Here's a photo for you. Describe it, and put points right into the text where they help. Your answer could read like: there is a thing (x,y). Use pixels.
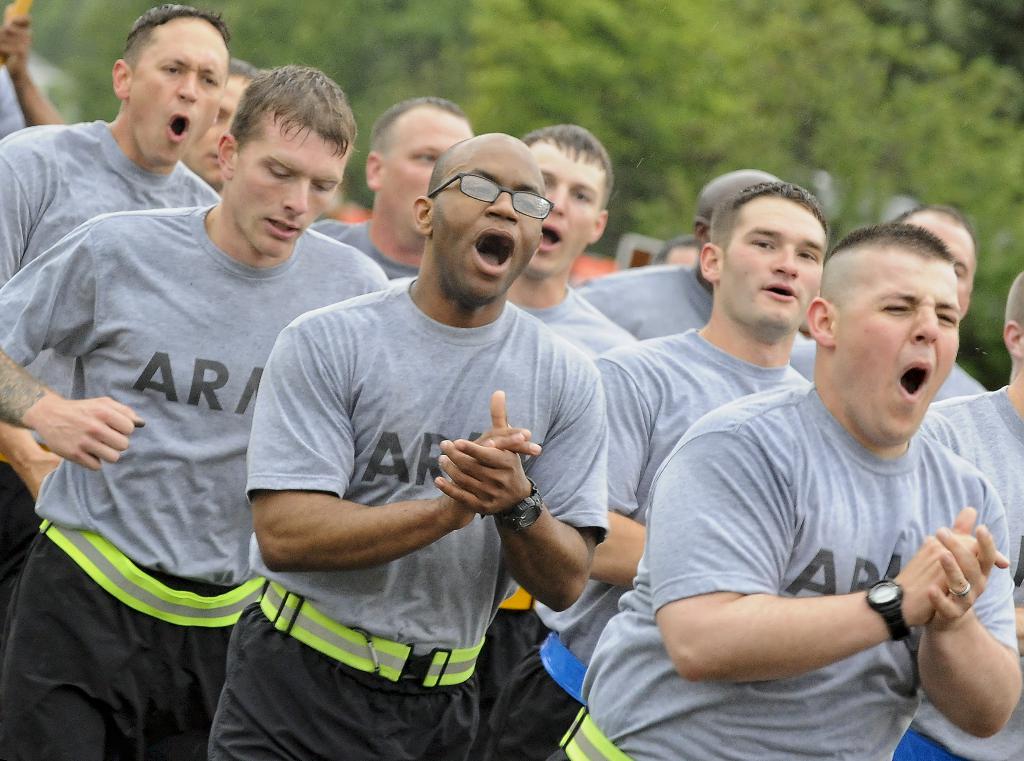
In this image I can see number of persons (359,414) wearing grey t shirts (335,424) and black pants (215,673) are standing and in the background (642,114) I can see few trees (651,83) which are green in color and few other objects (612,265).
